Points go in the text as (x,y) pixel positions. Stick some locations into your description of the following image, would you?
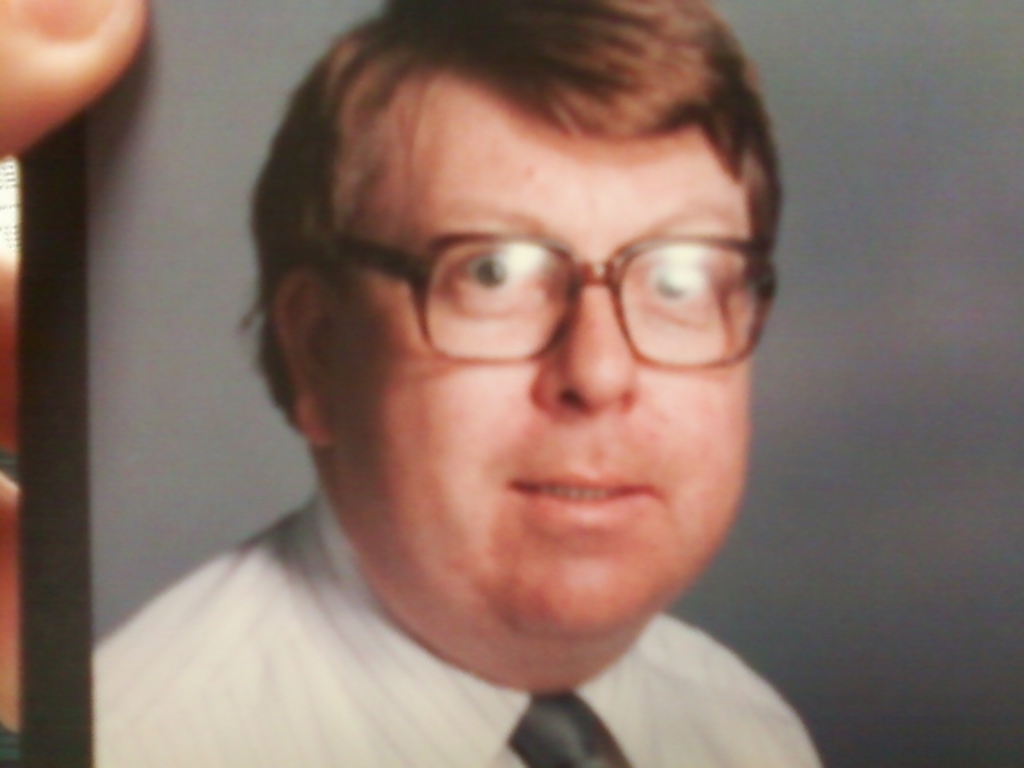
In this image, we can see photo of a picture. There is a person (714,375) in the middle of the image (660,480) wearing clothes (286,657) and spectacles (454,327).
